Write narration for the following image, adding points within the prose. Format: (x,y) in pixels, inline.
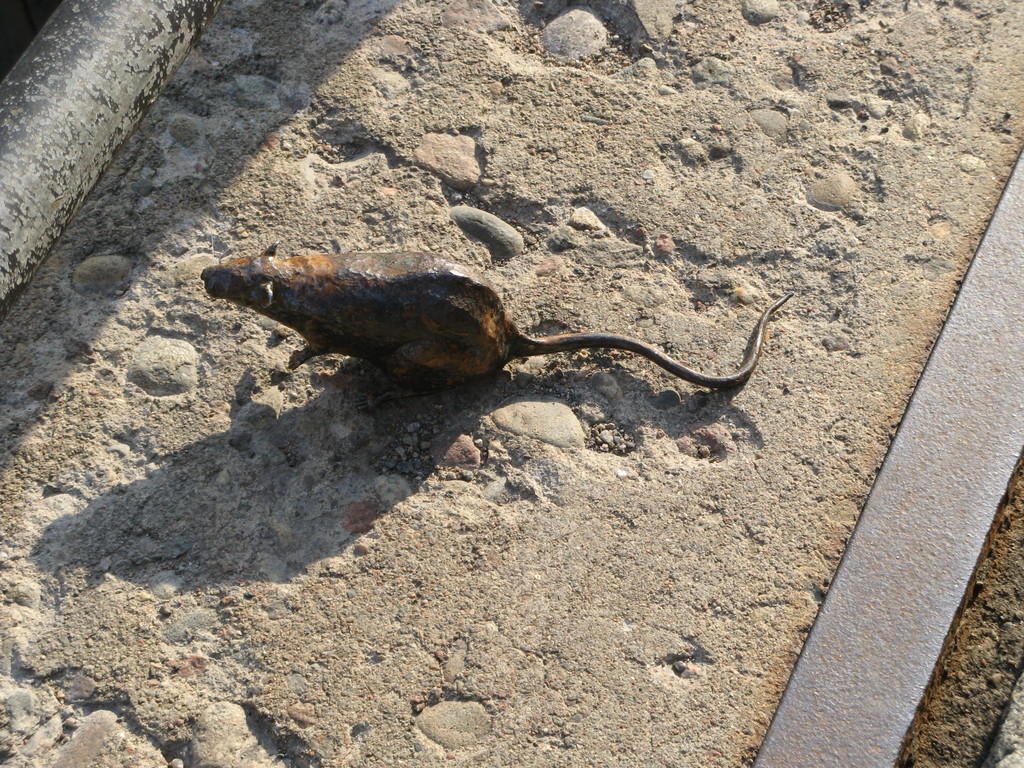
In the center of the image (421,305) we can see a sculpture of a rat (409,296). At the bottom (65,599) there is a road (470,559).
